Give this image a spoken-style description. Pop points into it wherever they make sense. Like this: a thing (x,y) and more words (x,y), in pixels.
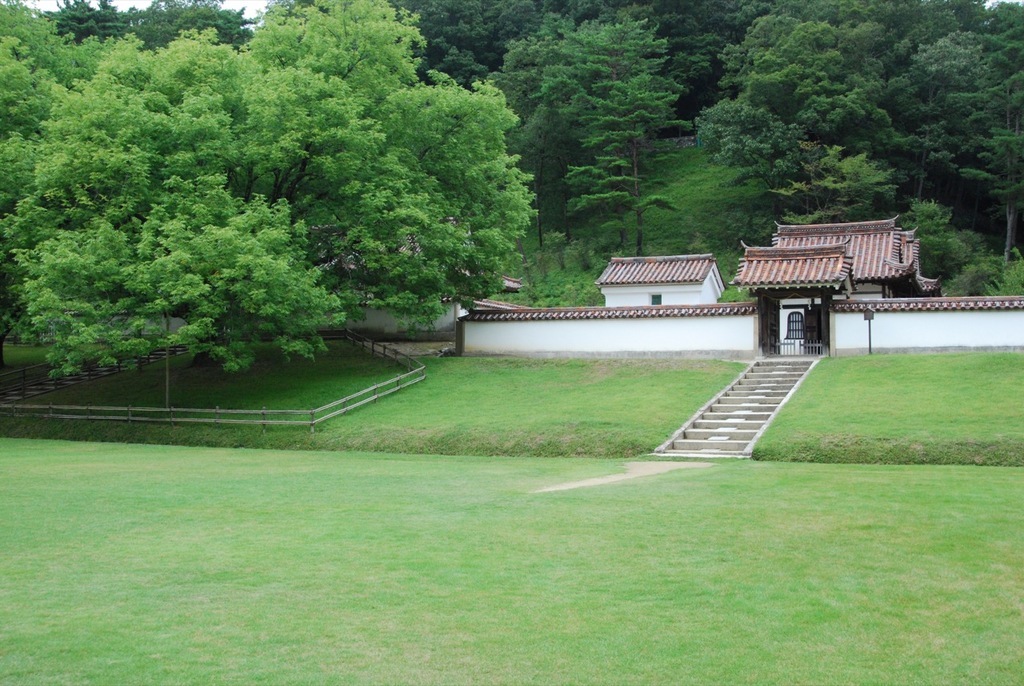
In the image we can see the house (810,262), stairs (758,414) and grass (184,571). Here we can see the fence (237,411), trees (383,172) and the sky (249,5).
